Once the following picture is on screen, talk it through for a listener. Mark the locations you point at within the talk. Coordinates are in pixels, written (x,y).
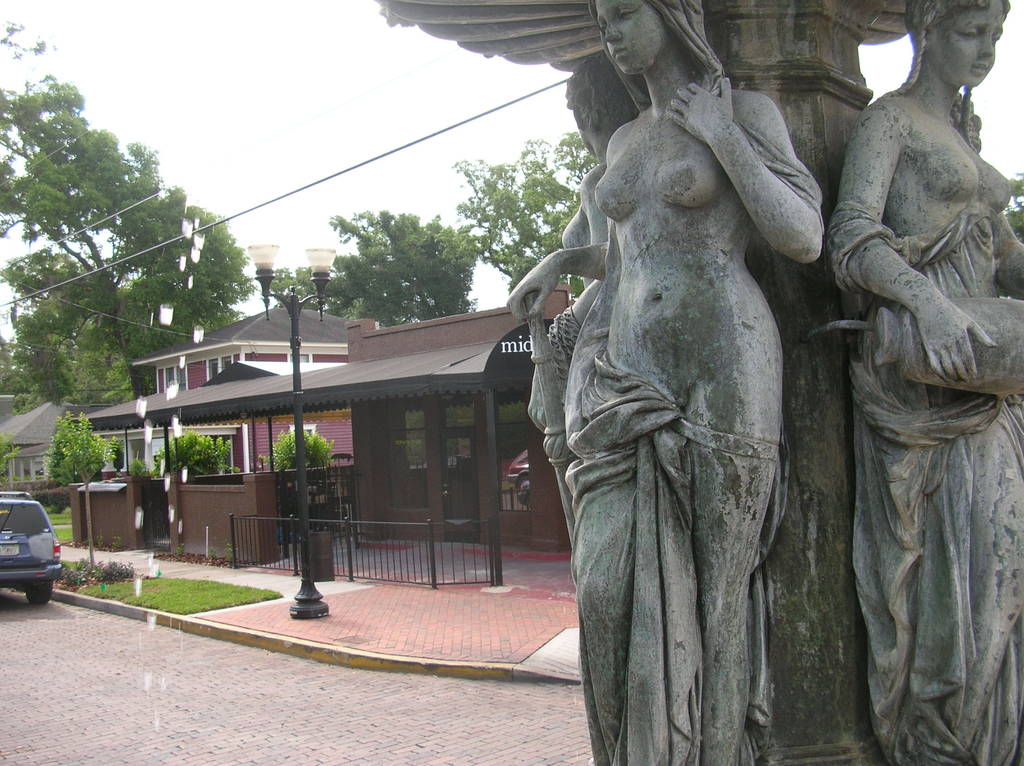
This image consists of sculptures (675,617) made up of rock (673,629). To the left (160,380), there are houses (160,366). At the bottom (142,728), there is a road (109,712). To the left (38,591), there is a car (24,515) parked on the road (17,590). In the background (75,247), there are trees (90,238).
